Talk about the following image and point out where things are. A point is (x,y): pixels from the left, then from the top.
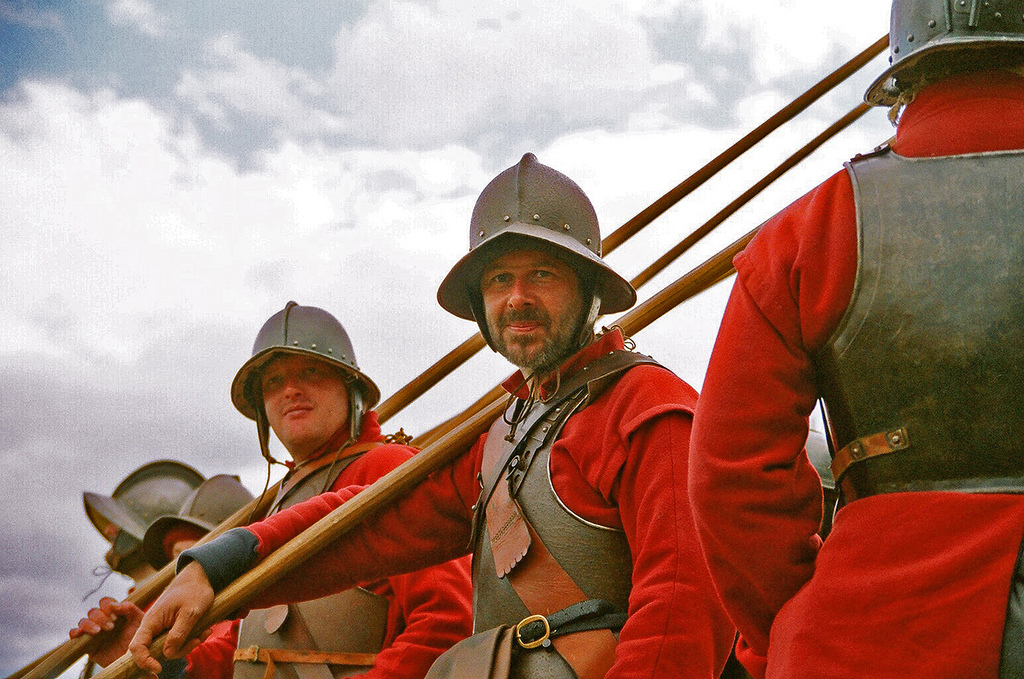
This image is taken outdoors. At the top of the image (256,188) there is a sky (172,358) with clouds (320,202). At the bottom of the image (346,545) five men (696,533) are standing on the ground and they are holding sticks (260,567) in their hands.
